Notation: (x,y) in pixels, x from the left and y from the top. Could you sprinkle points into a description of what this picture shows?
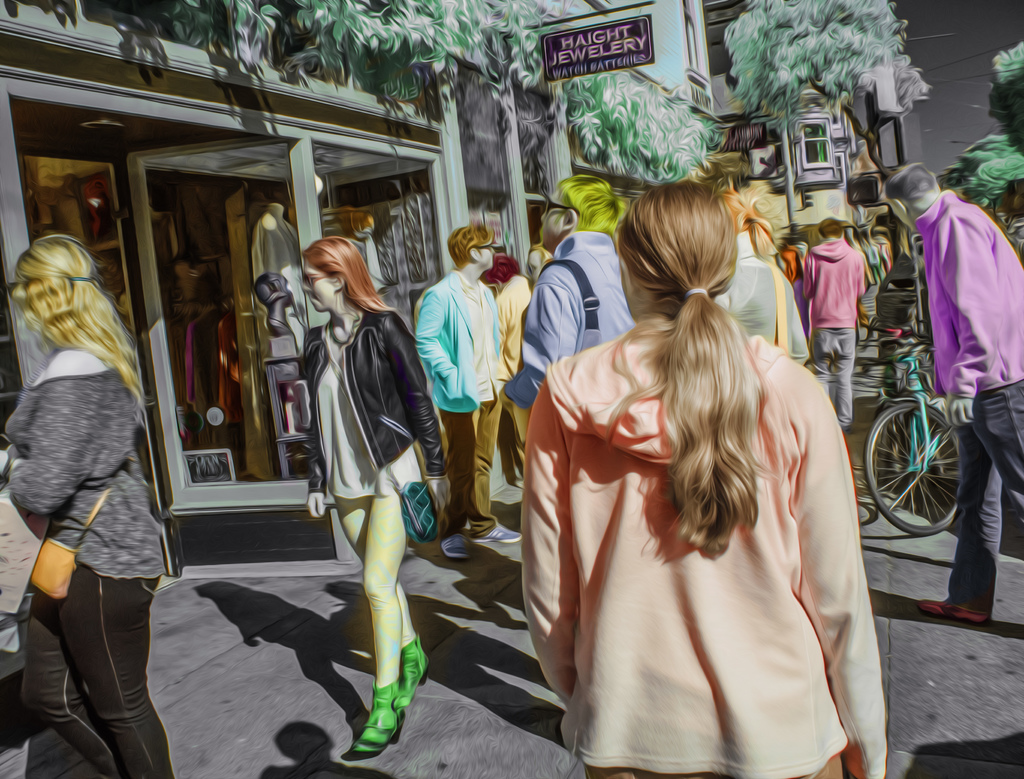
In this picture, we can see an edited image, and we can see a few people (626,408), bicycle (923,517), road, stores (245,327), clothes (217,324), mannequin (290,249), buildings (662,68) with windows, posters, poles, wires (992,48), trees (1010,89) and the sky (952,92).
